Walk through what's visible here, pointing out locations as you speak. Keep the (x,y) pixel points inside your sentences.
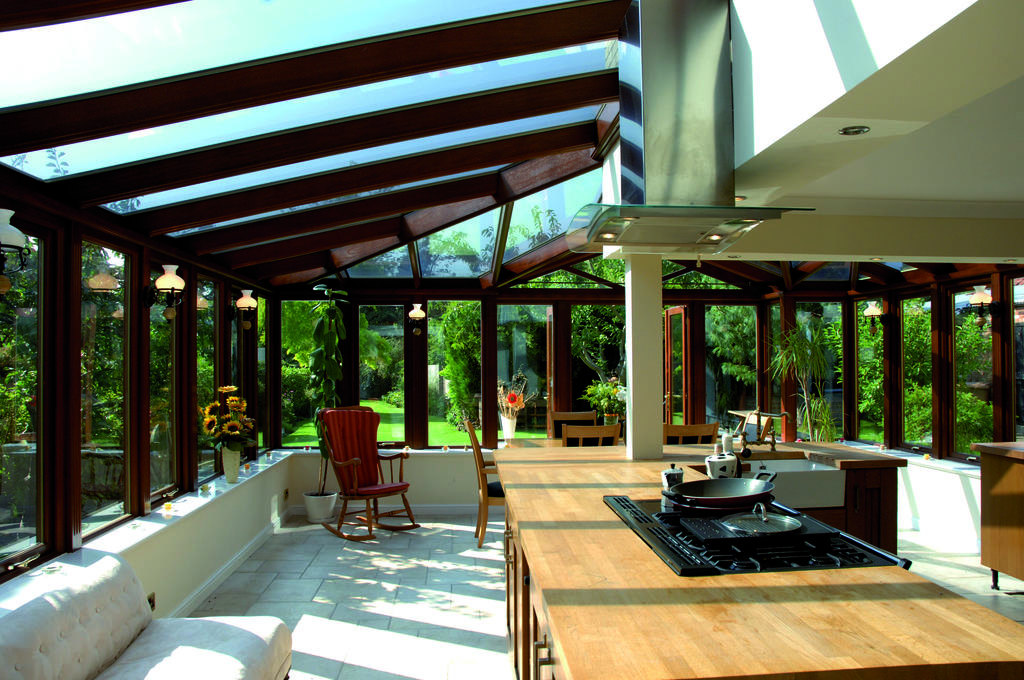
In this picture we can see chair (344,455), house plant (325,449) with pot (310,500). This is a sofa (268,650). This is a floor (427,601). Here on the table (696,597) we can see a stove (691,520) and a pan (735,504) on it. Through window glass (96,381) we can see trees (458,359), plants (464,328) and grass (436,423). These are lights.
